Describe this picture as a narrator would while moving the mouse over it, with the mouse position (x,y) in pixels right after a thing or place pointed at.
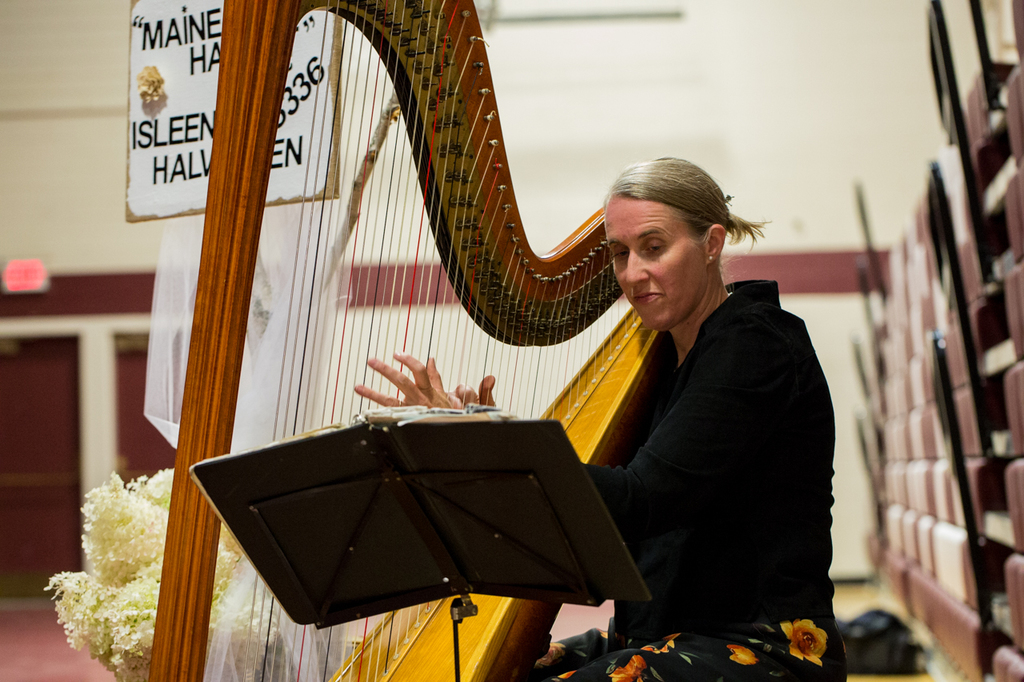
In this image there is a woman (676,439) who is looking into the book (453,419) which is in front of her and playing the harp (429,282). On the left side (139,102) top there is a board (165,18). In the background (56,394) there are doors (61,423) and an exit board (36,274) to it. At the bottom (109,563) there is a flower vase (95,567) beside the curtain (177,312). On the right side (855,434) there is a wall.
